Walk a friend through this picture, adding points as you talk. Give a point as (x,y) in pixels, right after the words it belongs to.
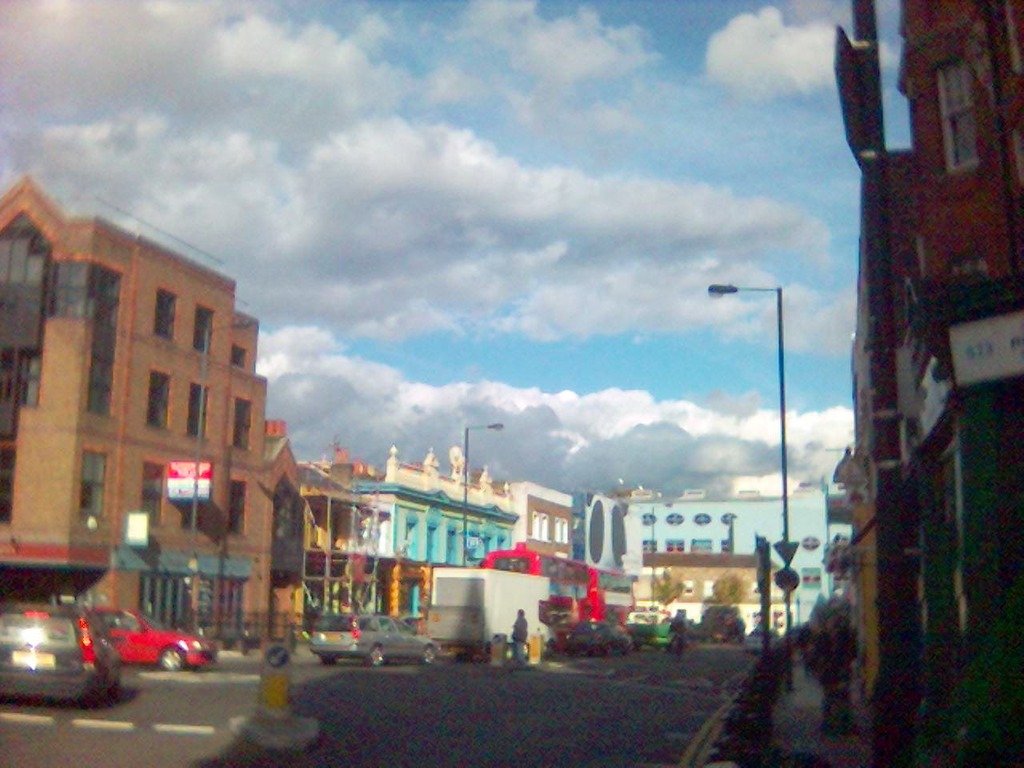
In this image I can see vehicles (164,654) on the road (251,698). In the background (656,583) I can see buildings (637,588), poles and other objects (670,601). I can also see the sky (396,169).
